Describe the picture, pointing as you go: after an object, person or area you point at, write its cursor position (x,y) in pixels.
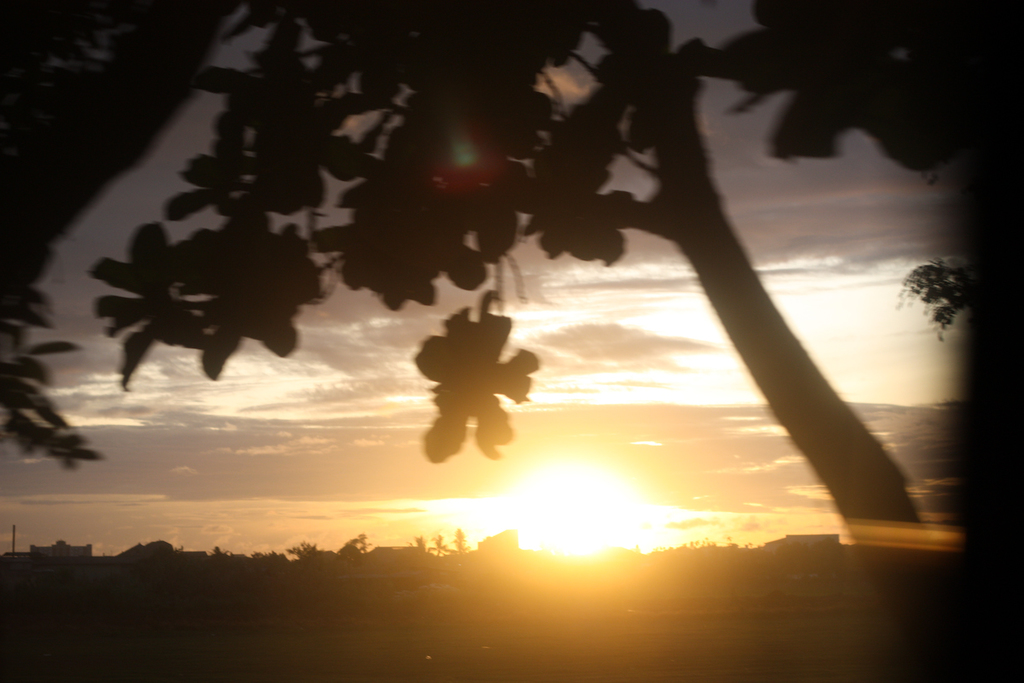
In the image there are trees (529,123) in the front (536,45) and above its sky (686,416) with clouds (691,437) and sun (600,514) in the middle (653,431).
